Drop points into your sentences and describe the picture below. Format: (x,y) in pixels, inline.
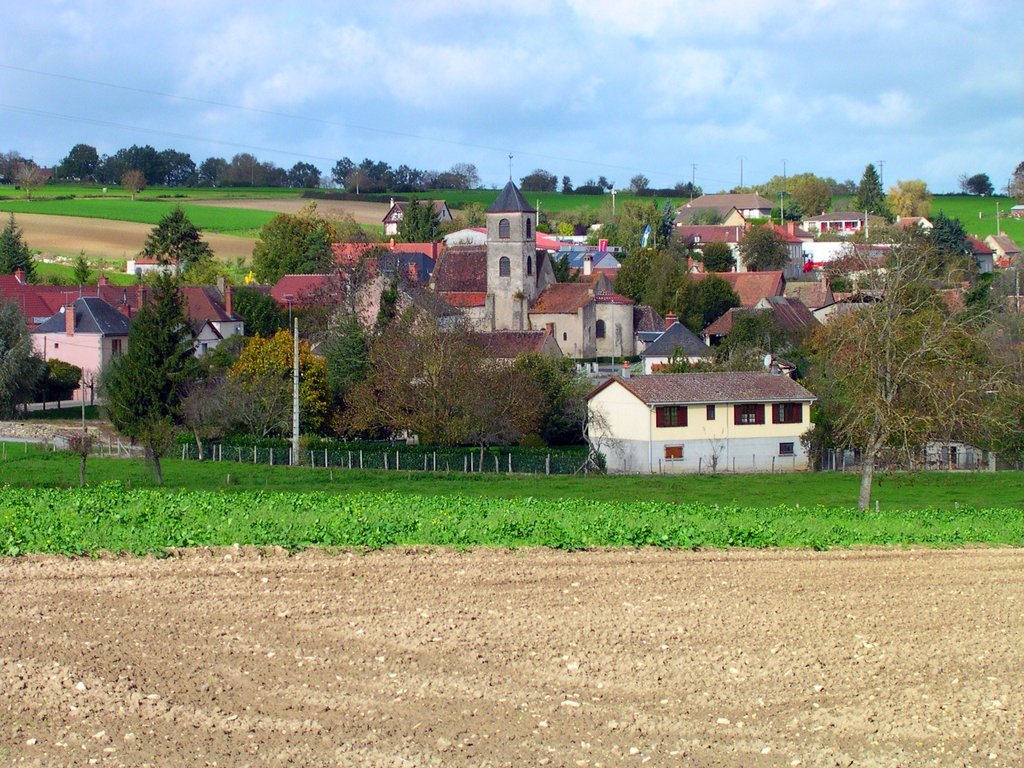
In this image I can see few buildings (547,234) in white and gray color, I can also see trees (288,377) in green color. Background (476,45) sky (356,100) is in white and blue color.
